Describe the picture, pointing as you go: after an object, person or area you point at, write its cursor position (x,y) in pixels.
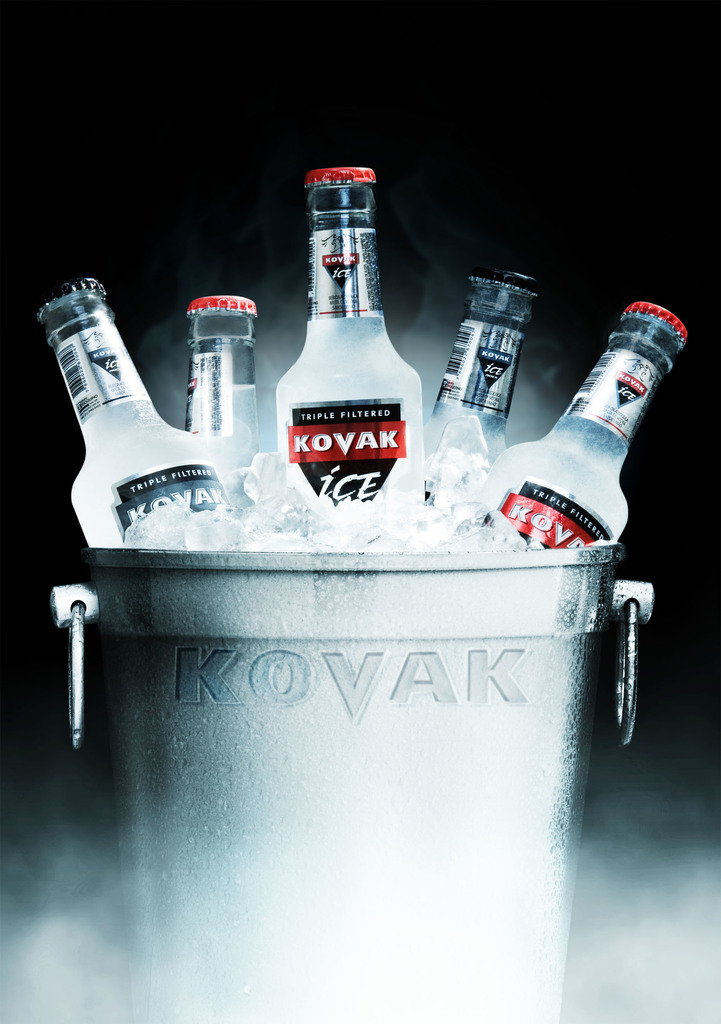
In this image there are group of bottles (621,337) with a label (311,413) and a lid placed in a bucket (348,562) of ice cubes (372,535) and there is a dark back ground (602,42).
